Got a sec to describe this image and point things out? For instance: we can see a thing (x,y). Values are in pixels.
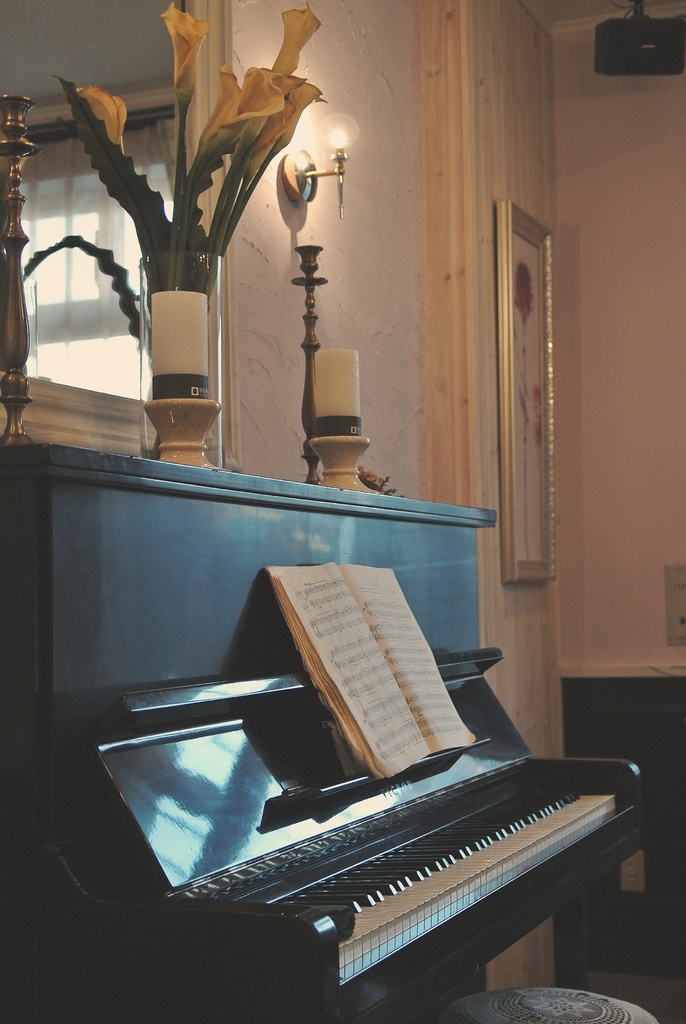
There is a piano (308,763) and this is book (343,662). On the background (591,454) there is a wall (575,351) and this is frame (523,361). This is a plant (49,253) and there is a light (344,167).
